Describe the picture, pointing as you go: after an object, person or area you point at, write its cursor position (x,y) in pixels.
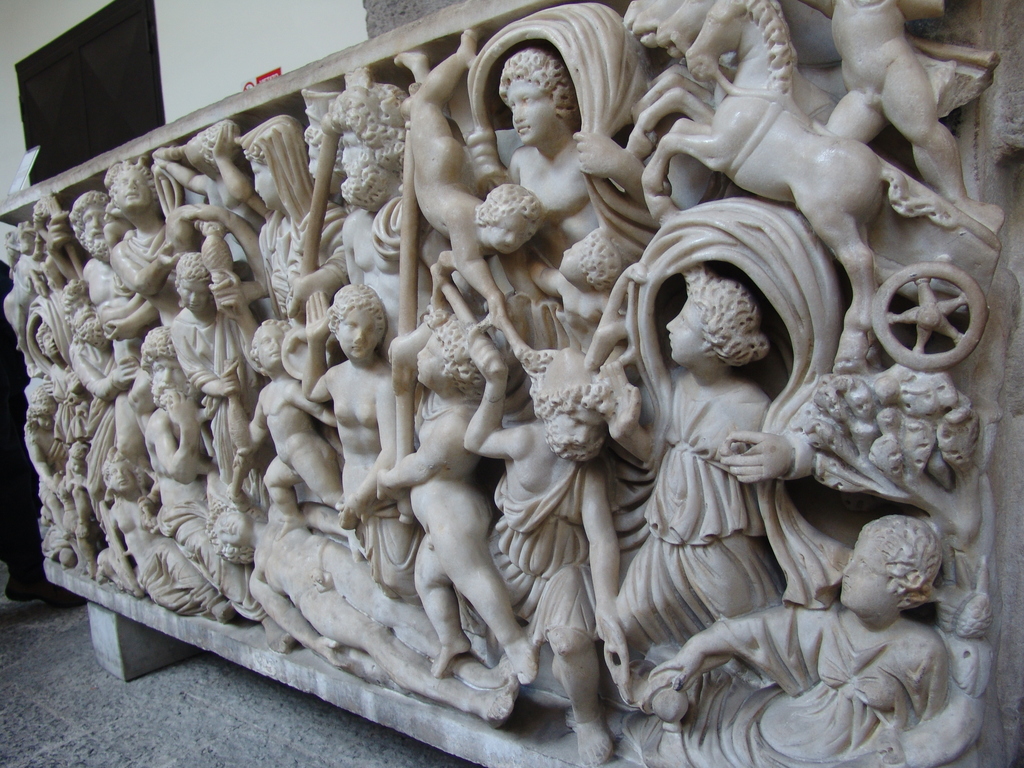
There are sculptures (415,196) in the foreground (563,325), it seems like a person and a door (152,119) in the background area (115,51).
